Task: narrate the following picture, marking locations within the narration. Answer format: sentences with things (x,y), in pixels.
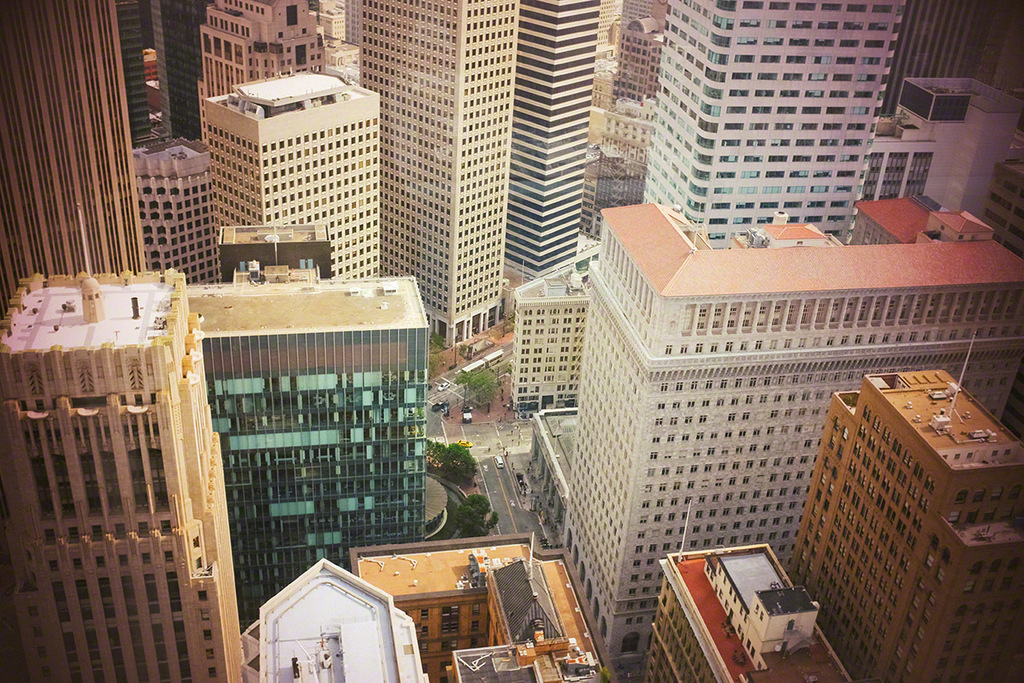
This image is an aerial view. In this image we can see many buildings (504,209) and there are roads (452,378). We can see vehicles (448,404) on the roads (479,447) and there are trees (472,377).
